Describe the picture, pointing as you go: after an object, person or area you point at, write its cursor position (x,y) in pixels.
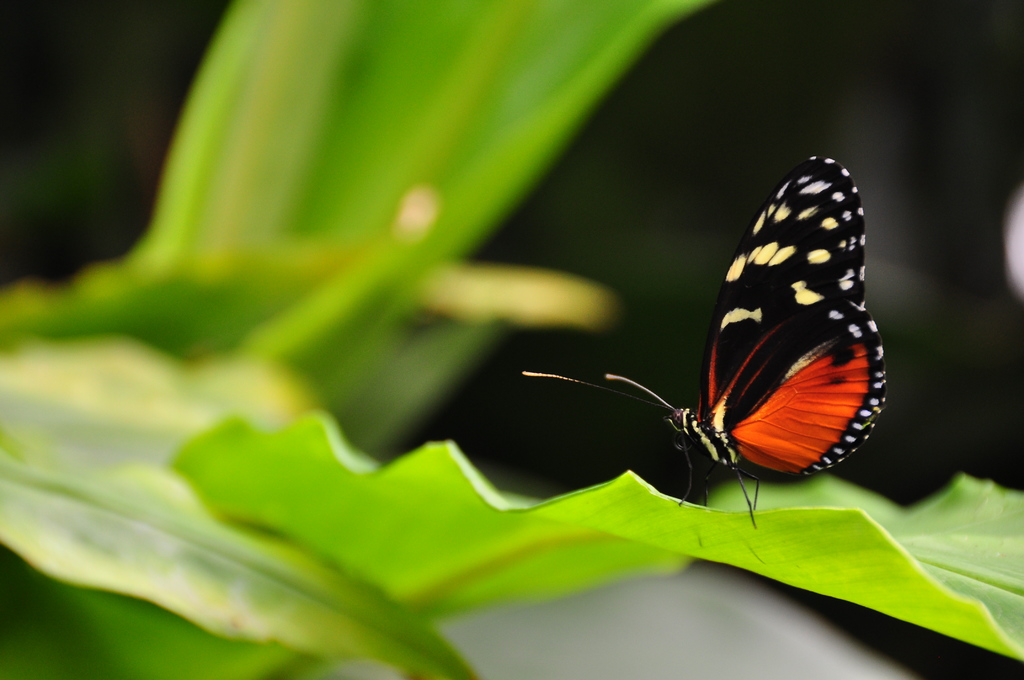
In this image we can see a butterfly (824,324) on the leaf (503,549).
